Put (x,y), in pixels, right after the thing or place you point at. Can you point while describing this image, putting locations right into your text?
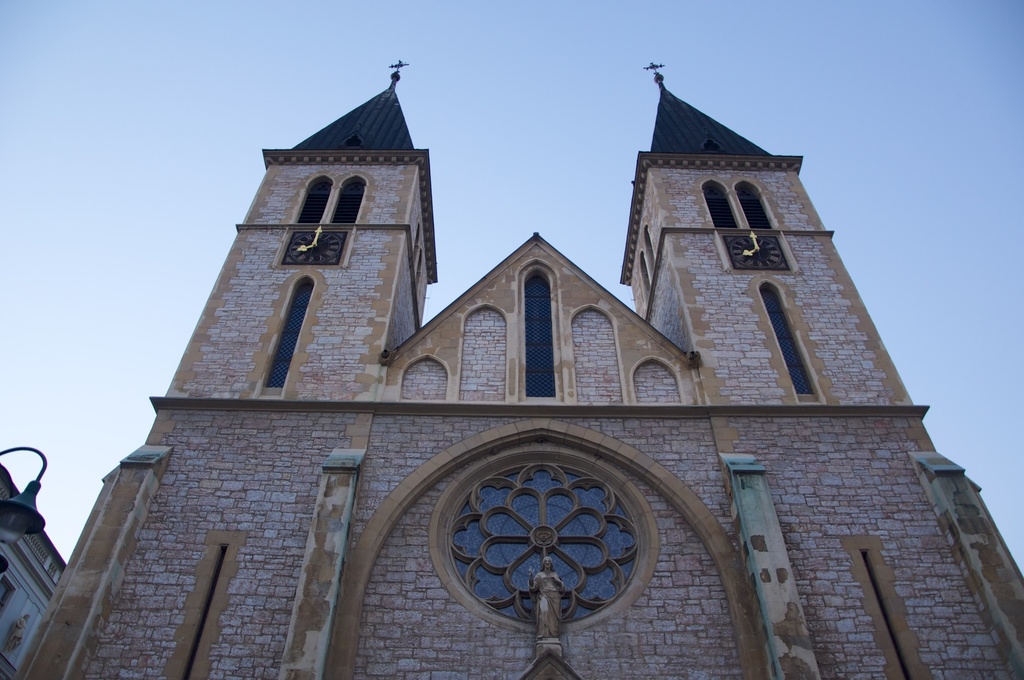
In this image there is a church (345,507), in the background (48,505) there is the sky (949,202).
